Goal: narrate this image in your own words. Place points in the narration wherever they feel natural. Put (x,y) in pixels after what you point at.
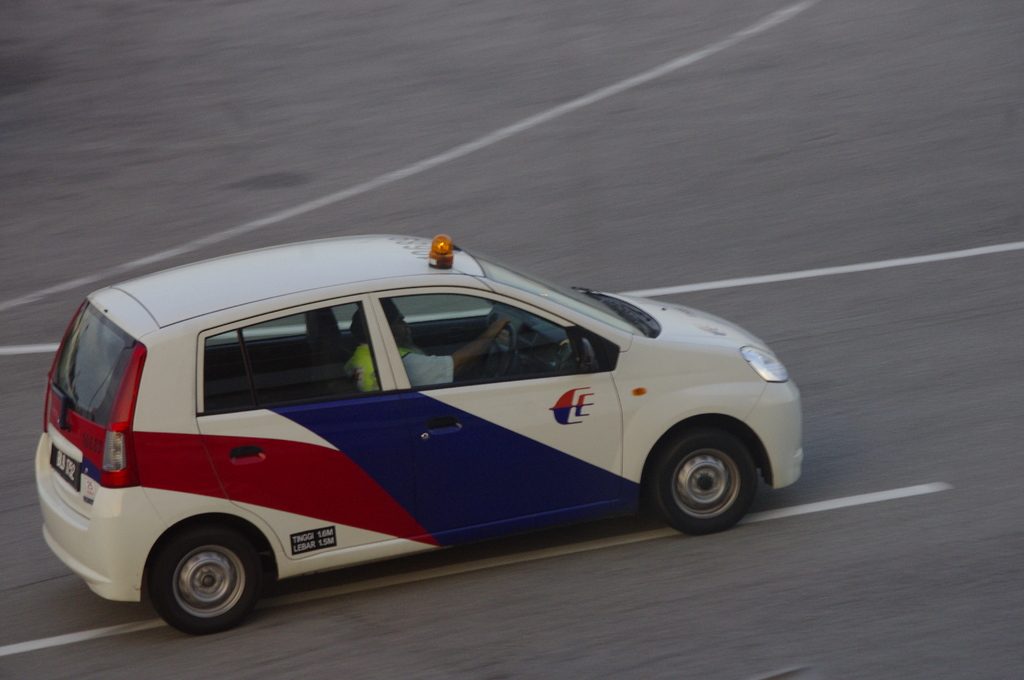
In the center of the image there is a car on the road (579,222).
